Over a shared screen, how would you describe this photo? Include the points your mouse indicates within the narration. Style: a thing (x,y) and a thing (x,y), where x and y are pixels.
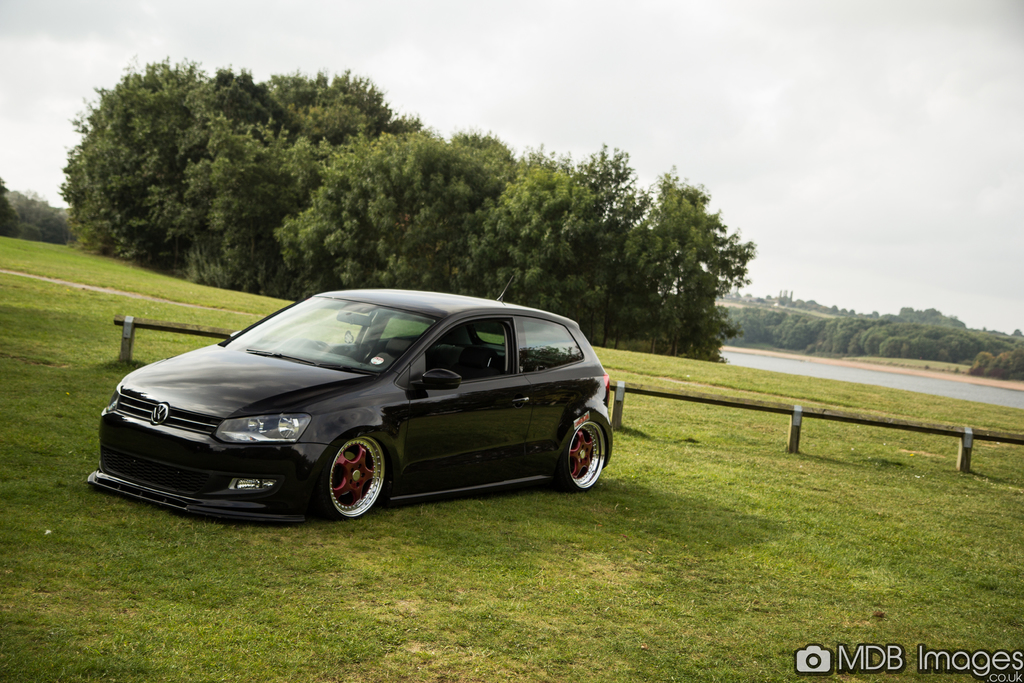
In the foreground of this image (332,503), there is a black color car (362,484) on the grass (418,526). In the background (674,411), there is a railing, grass (162,279), trees (736,316), water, cloudy and the sky (833,296).
